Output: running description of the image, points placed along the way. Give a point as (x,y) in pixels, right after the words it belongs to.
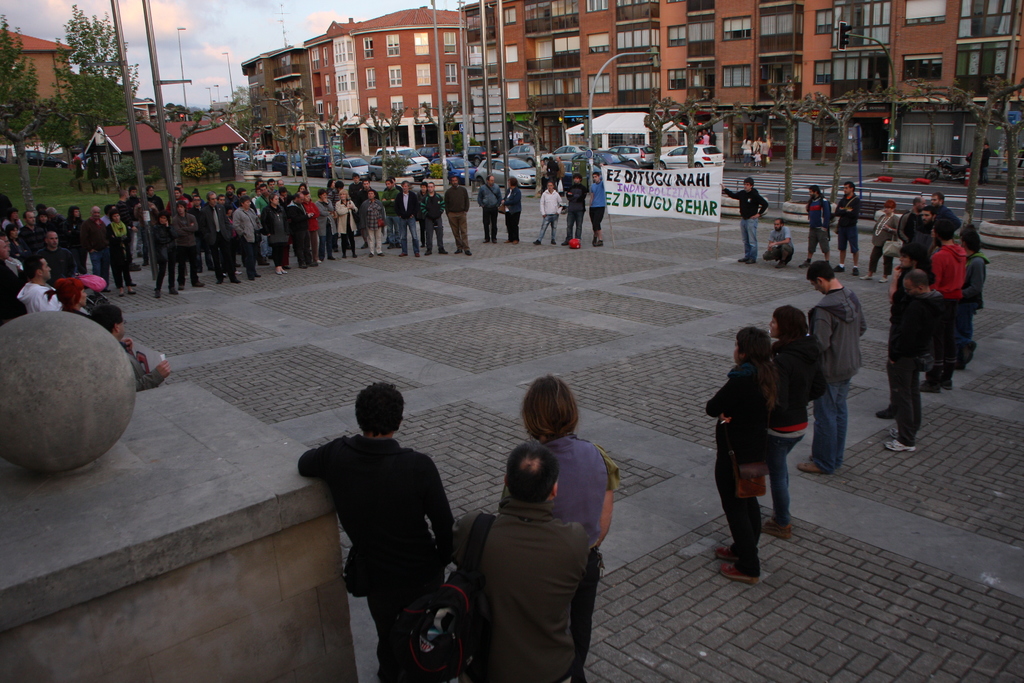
In the picture I can see a group of people (953,283) standing on the side of the road (867,220) and they are having a discussion. I can see the banner (699,201) on the side of the road (675,221). In the background (637,160), I can see the buildings (613,78) and vehicles (595,155) on the road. I can see the traffic signal pole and light poles (499,94) on the side of the road (714,224). There are trees (104,49) on the top left side of the picture (109,34). There are clouds (196,61) in the sky (216,53).
